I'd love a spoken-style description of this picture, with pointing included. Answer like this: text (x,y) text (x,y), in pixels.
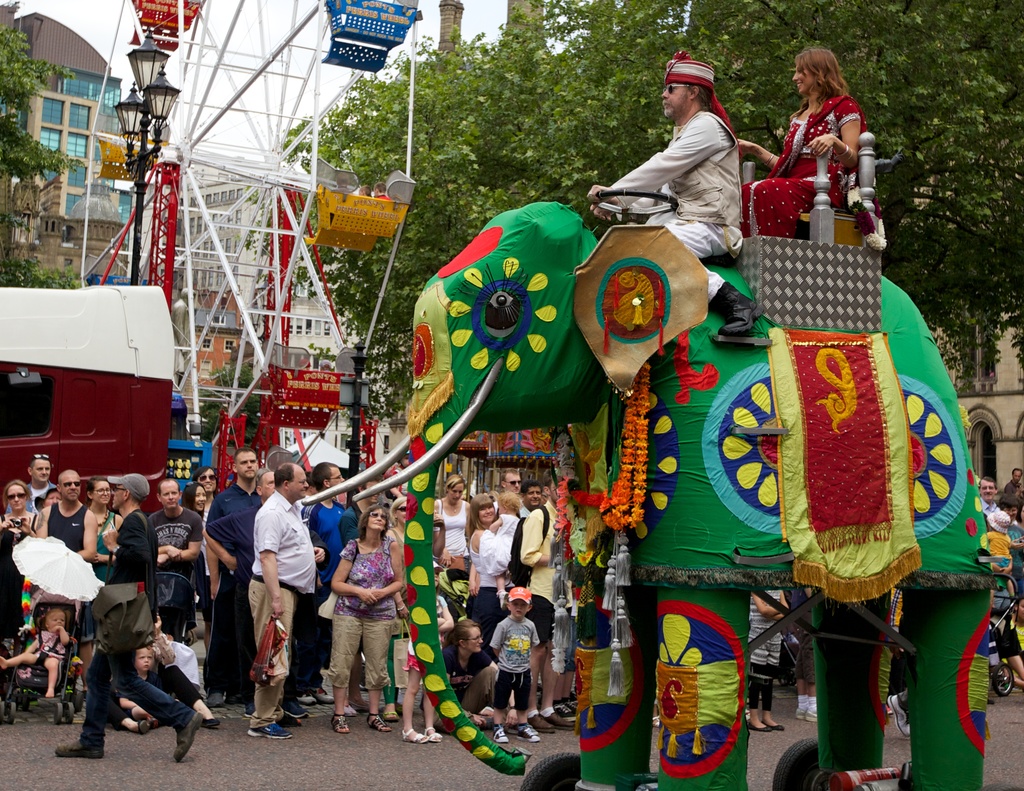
In the image we can see there are lot of people (254,609) who are standing and there is a giant wheel (363,11) at their back and there are lot of trees (529,79) here and there is a elephant shaped vehicle (683,398) on which a woman (800,185) is sitting and a man (711,150) is driving it.
